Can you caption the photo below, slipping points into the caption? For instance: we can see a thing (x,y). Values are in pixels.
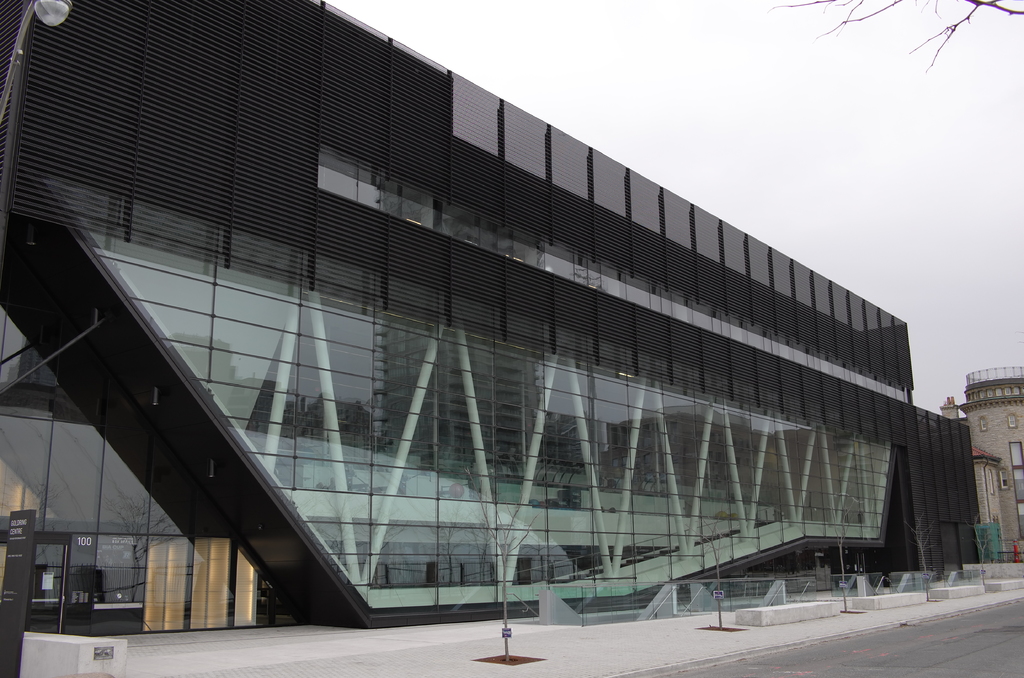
In this image I can see the road (884,659). In the background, I can see the buildings (509,391). At the top (15,66) I can see the light (49,20) and the sky (680,79).
